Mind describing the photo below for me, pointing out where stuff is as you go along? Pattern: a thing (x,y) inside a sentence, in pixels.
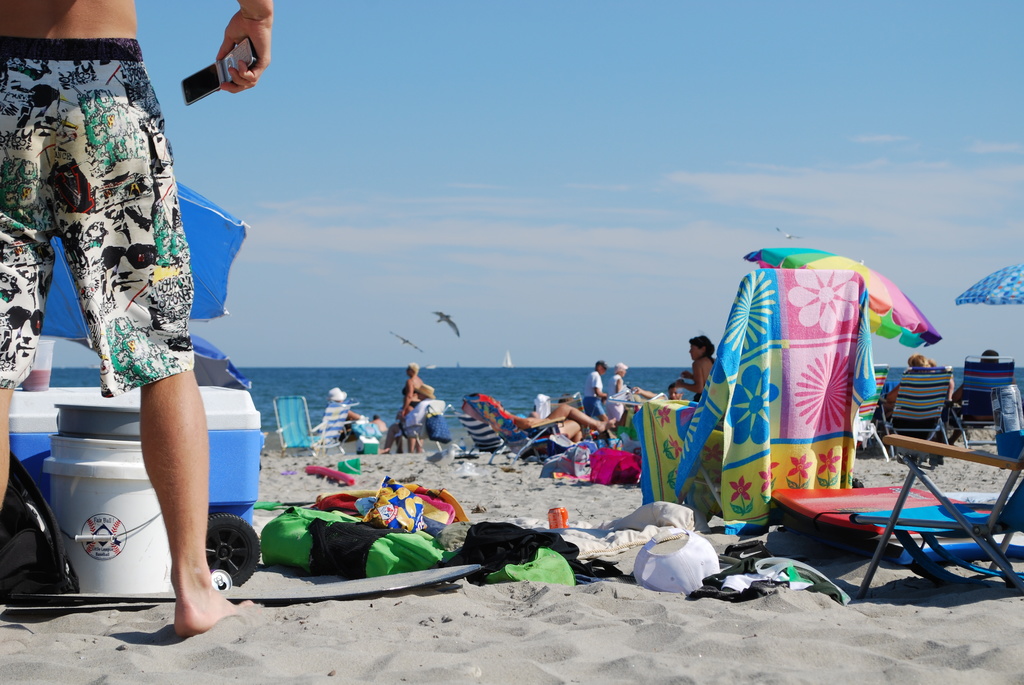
In the image we can see there are people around and there are even chairs (482,427). We can even see the bucket (156,521) and the container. On the left side (90,131) there is a person (66,149) standing, wearing shorts (118,110) and holding device (223,69) in hand (225,89). Here we can see the umbrellas (222,257), water (496,383), sand (638,596) and the sky (608,192). We can see there are even birds (440,313) flying.
